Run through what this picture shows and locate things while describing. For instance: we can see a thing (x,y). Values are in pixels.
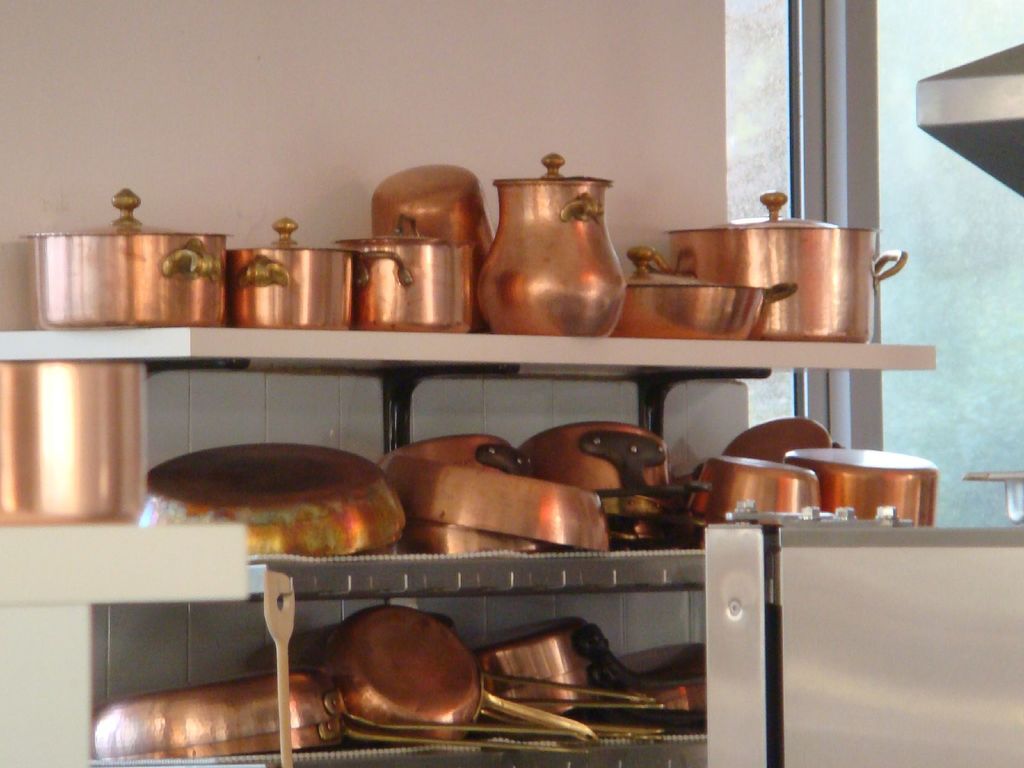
In this picture I can see there are copper vessels (399,478) and there are lids (119,229) and in the backdrop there is a wall (658,170) and a window (769,170).
